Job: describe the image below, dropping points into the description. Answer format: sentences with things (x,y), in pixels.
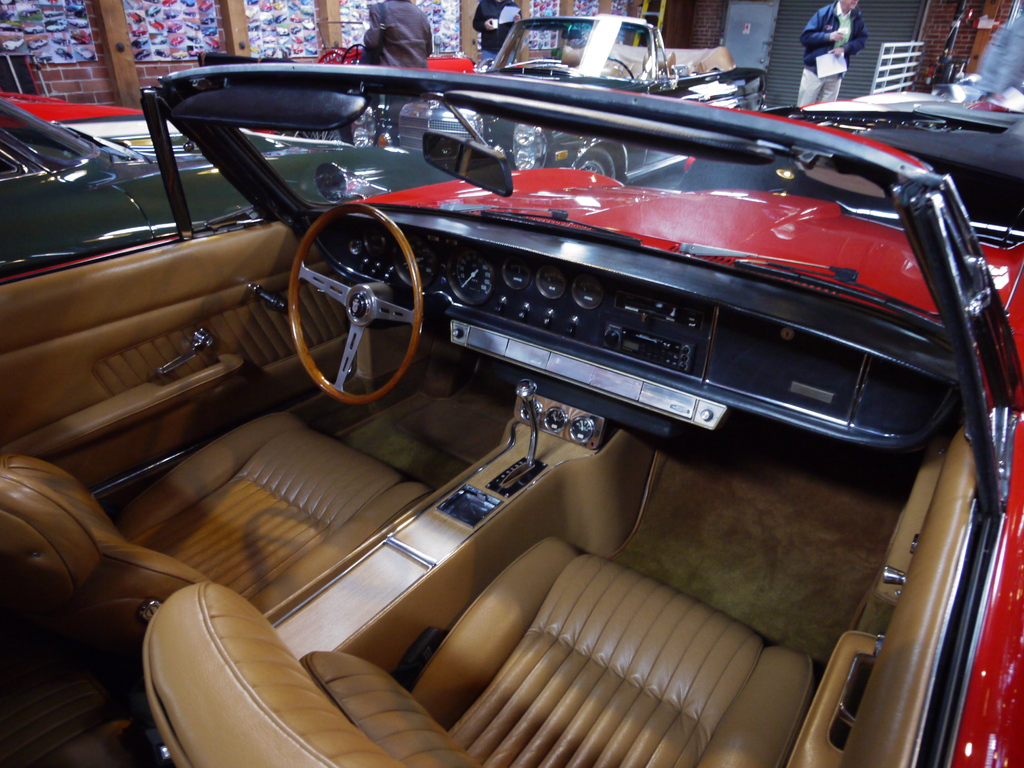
In the middle of the image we can see some vehicles (428,110). Behind the vehicles (554,81) few people (849,2) are standing and holding some papers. Behind them there is wall (325,43).
